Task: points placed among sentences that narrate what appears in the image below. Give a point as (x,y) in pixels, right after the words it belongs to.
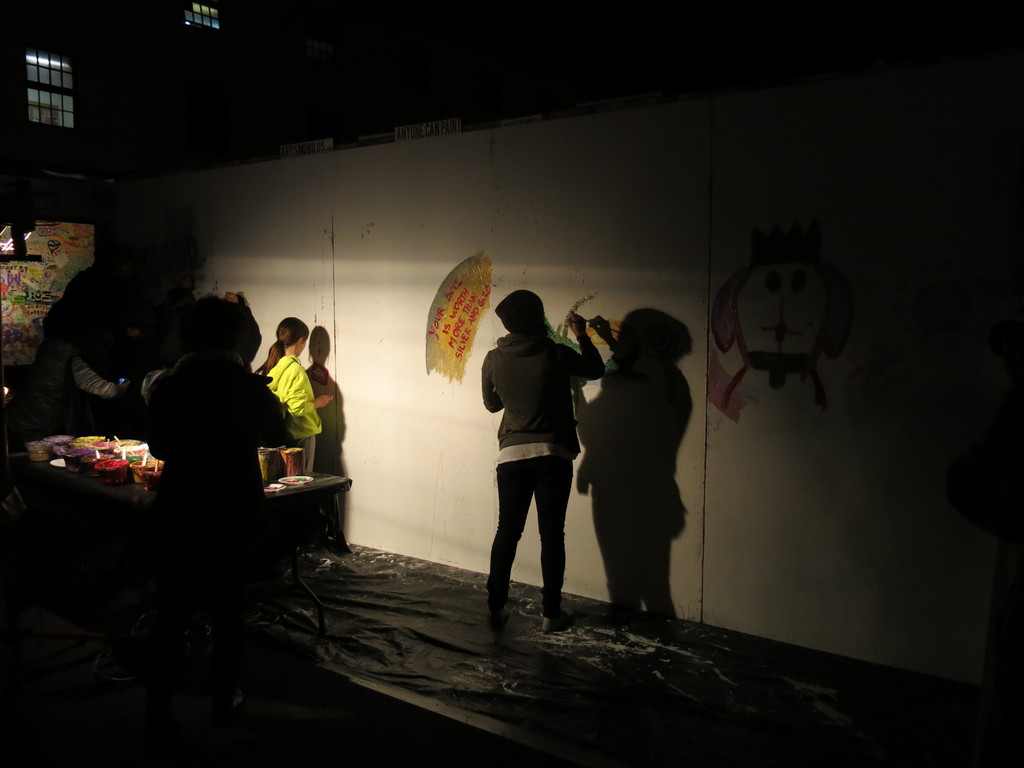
In this picture I can see people (183,504), wall (900,221), windows (68,93), table (155,496) and objects (145,449). Few objects (113,446) are on the table (141,486). One person (548,501) is painting on the wall (585,389).
